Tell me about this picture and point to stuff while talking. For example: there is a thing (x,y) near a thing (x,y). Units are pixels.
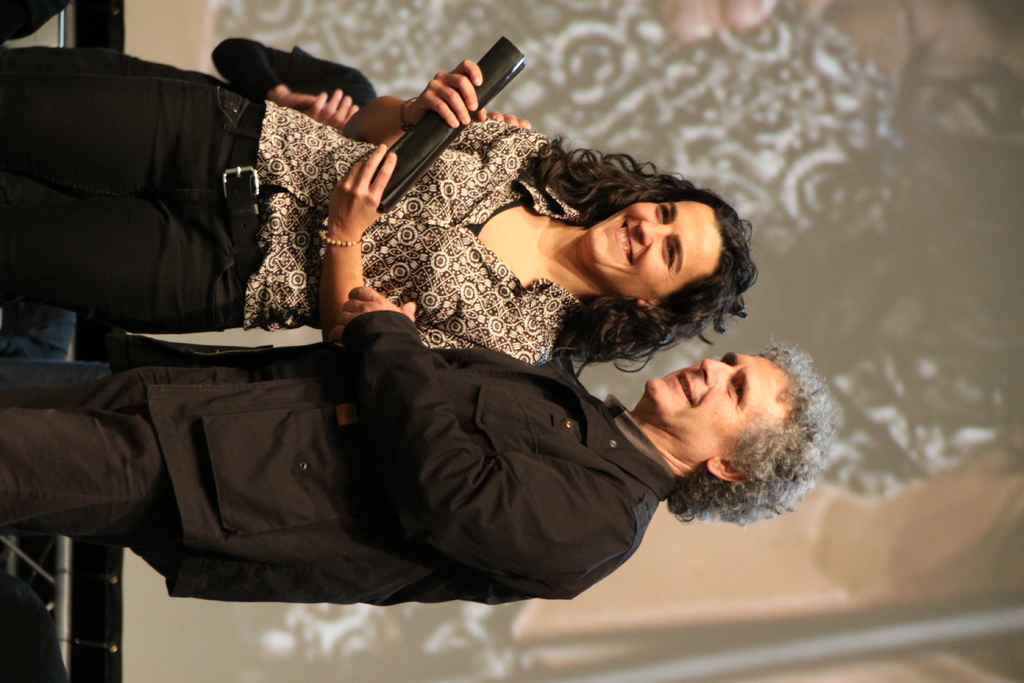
In this image there are two persons (426,251) standing, there is a person (369,202) holding an object (489,55), there are persons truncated towards the left of the image (58,277), in the background of the image (709,560) there is a screen (790,326), there is an object (64,573) truncated towards the left of the image (60,576), there is a screen (948,334) truncated towards the right of the image (956,325).
